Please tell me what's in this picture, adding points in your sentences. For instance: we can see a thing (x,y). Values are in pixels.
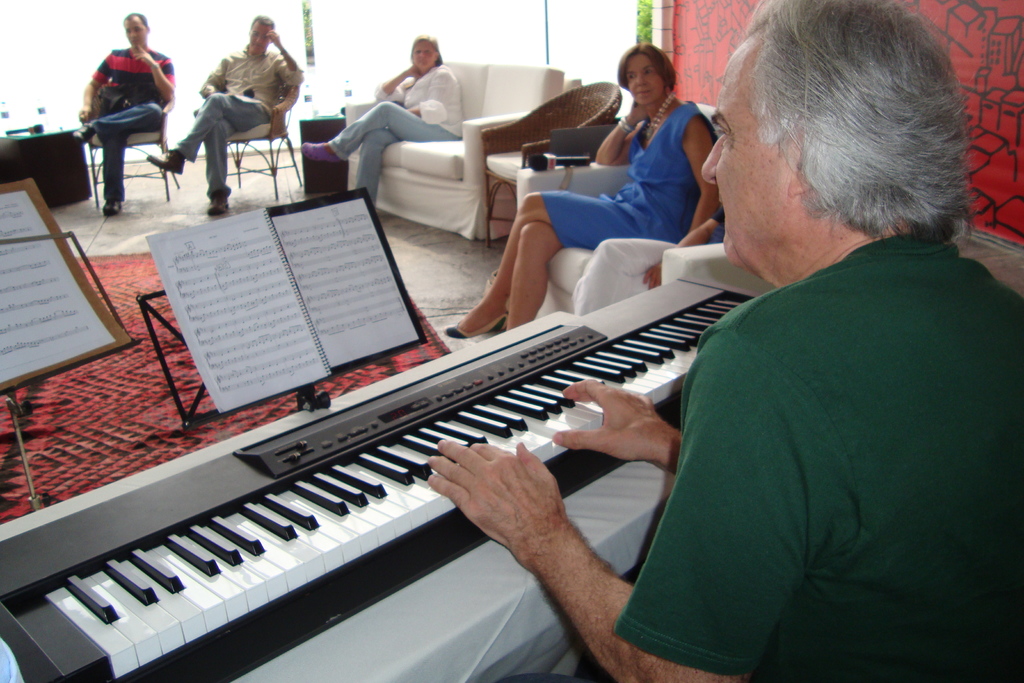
This picture is clicked inside a room (998,35). On the right corner of this picture (789,328), the man (794,444) wearing green t-shirt (738,437) is playing keyboard (45,639). He is having book (199,297) in front of him on book stand (179,408) and beside him, women (597,211) in blue dress (584,196) is sitting on the chair (562,268). Opposite to him, we see three people (115,64), two men (198,134) and a woman (374,109) sitting on chair (145,136) and listening to him. Behind them, we see a glass door (510,24).
